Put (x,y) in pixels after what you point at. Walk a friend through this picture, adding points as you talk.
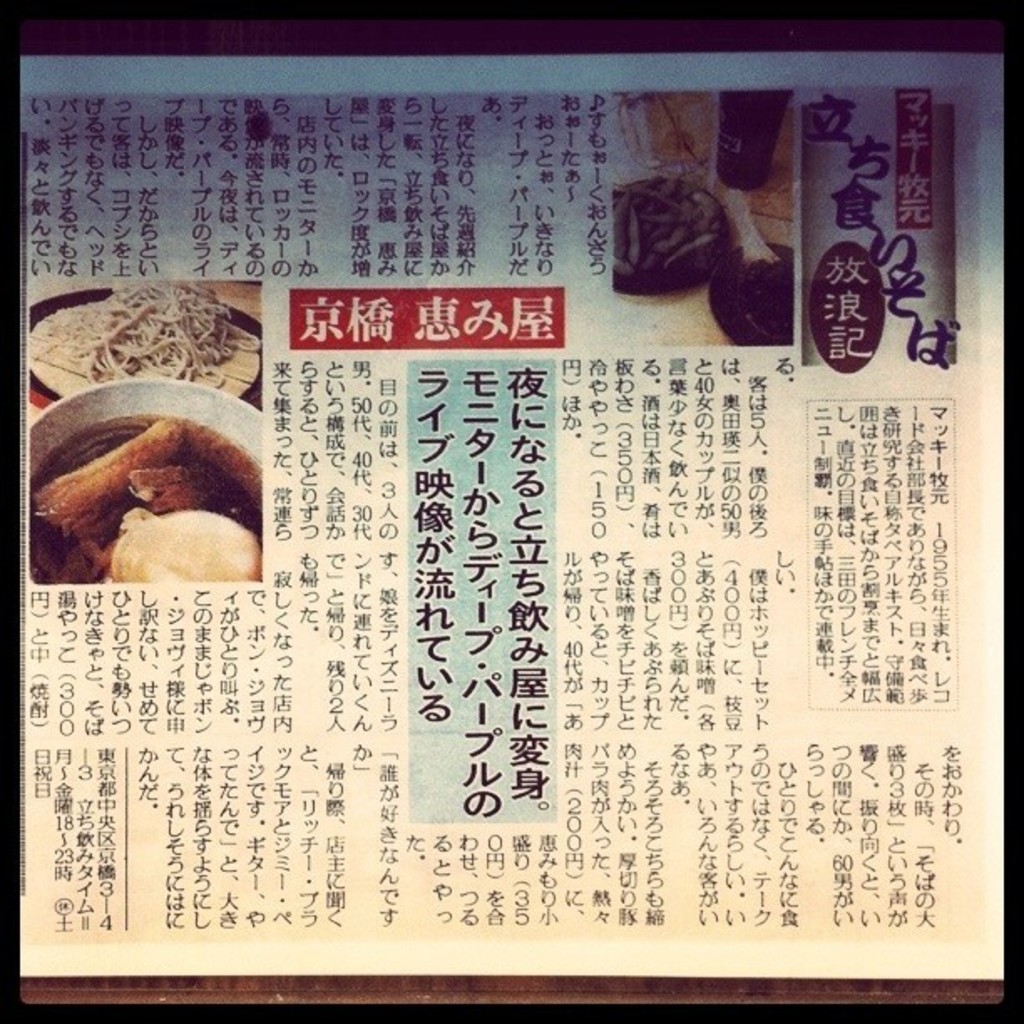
In this image, we can see a poster (536,546) with some images (203,500) and text (870,277).
